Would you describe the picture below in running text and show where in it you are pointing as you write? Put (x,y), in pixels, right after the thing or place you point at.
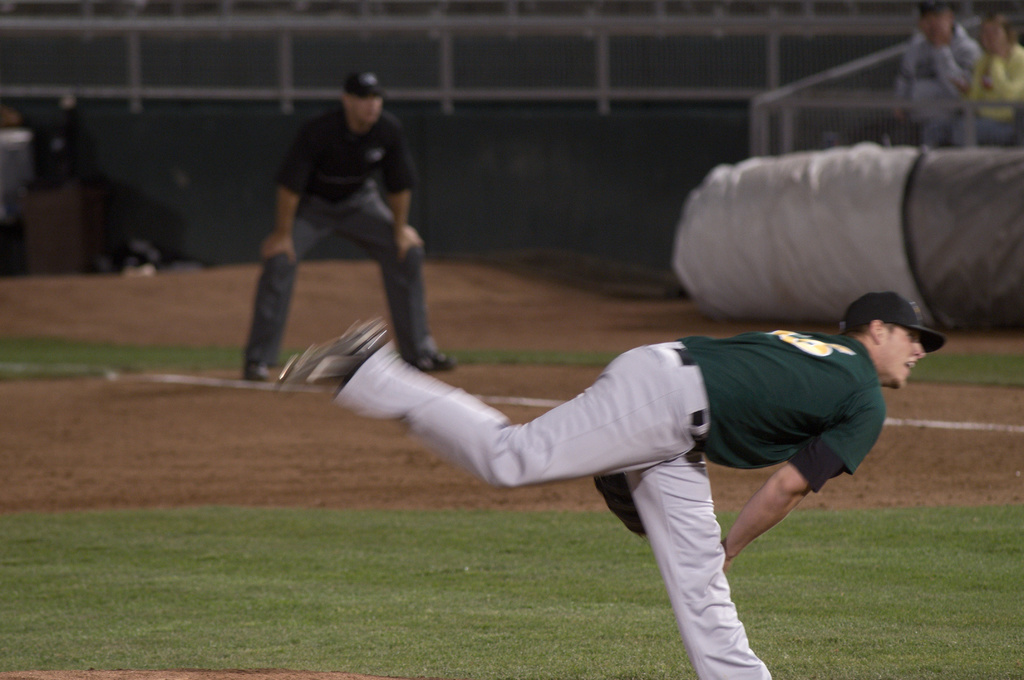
In this image there is a person (739,532) in a motion, and in the background (921,160) there are three persons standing and there are some other items (967,289).
